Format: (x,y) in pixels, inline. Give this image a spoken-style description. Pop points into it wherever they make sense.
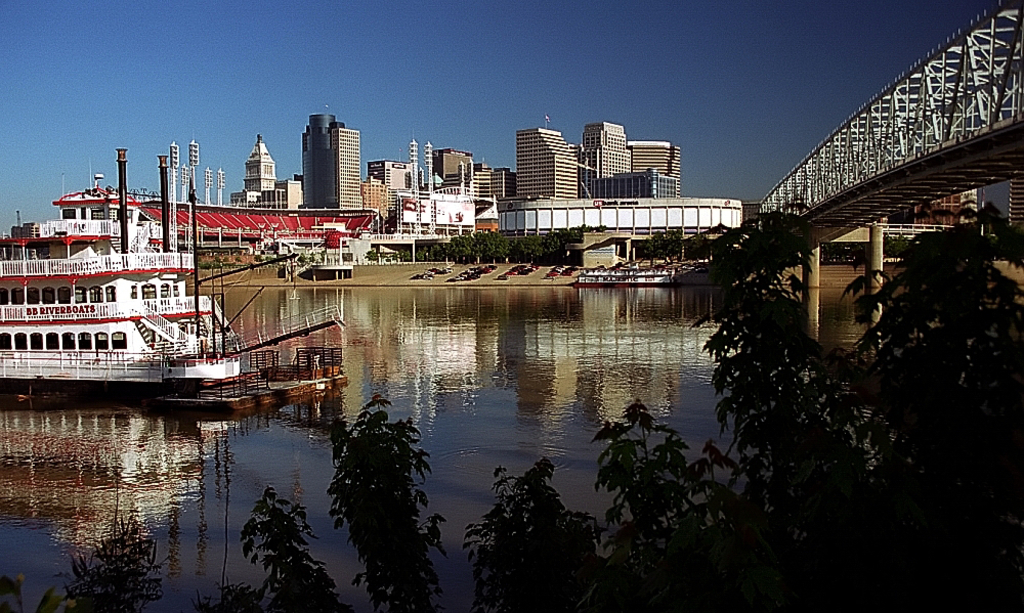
In this image we can see the lake (561,379), ship (134,304), trees (911,317), bridge (997,152), near there are buildings (342,157), at the top (261,72) we can see the sky (584,45).
